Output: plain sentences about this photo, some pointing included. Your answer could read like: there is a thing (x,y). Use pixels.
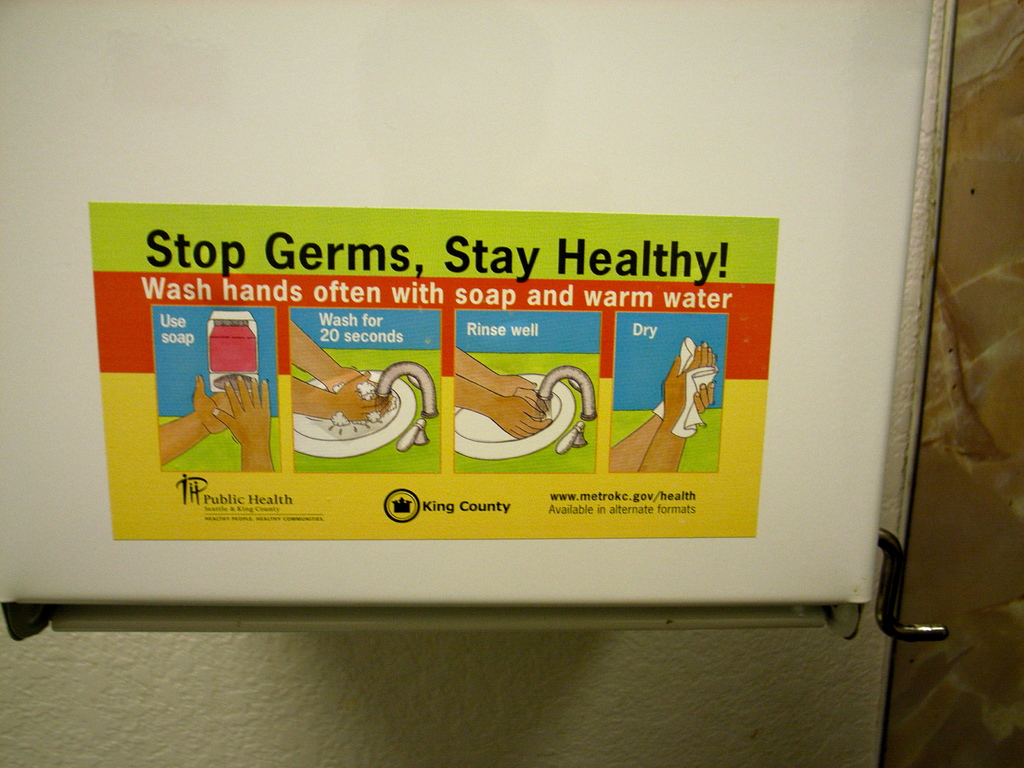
In this image I can see might be the door (519,110), on the door (519,110) I can see the poster (431,239), on the poster (390,281) I can see text (180,258) and sink (380,378) and persons hand (505,378).
